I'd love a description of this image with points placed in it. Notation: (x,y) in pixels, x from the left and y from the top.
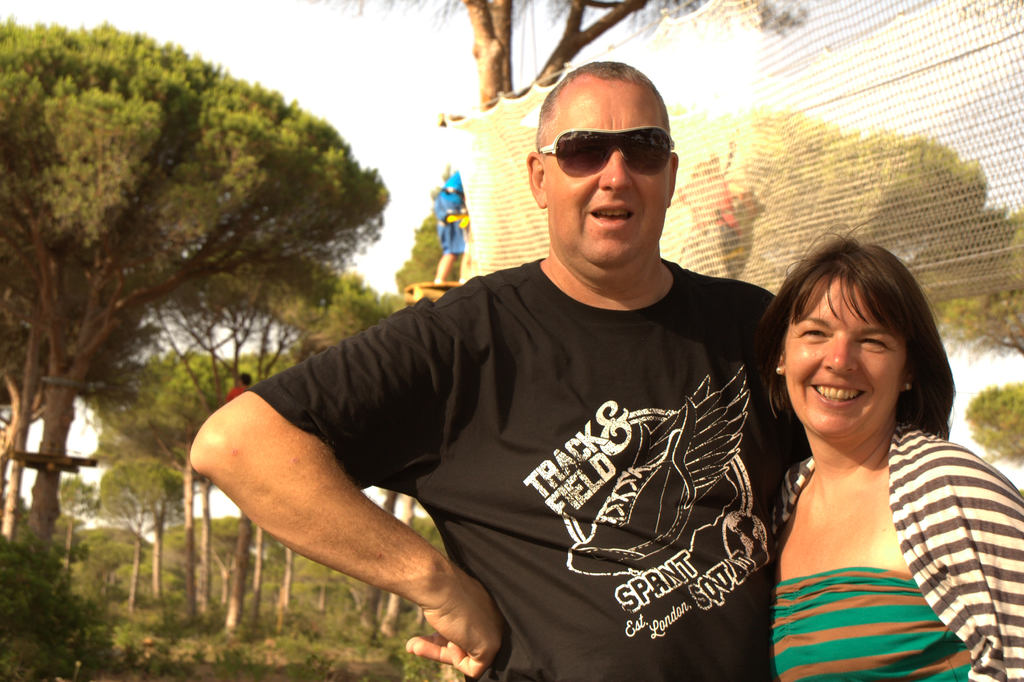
In this image, we can see a man (644,339) and a lady (833,391) and the man (598,432) is wearing glasses (643,148). In the background (93,127), there are trees (140,133) and we can see a net (702,136) and there are some people (450,235) standing on the stand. At the top (312,45), there is sky (312,45).
